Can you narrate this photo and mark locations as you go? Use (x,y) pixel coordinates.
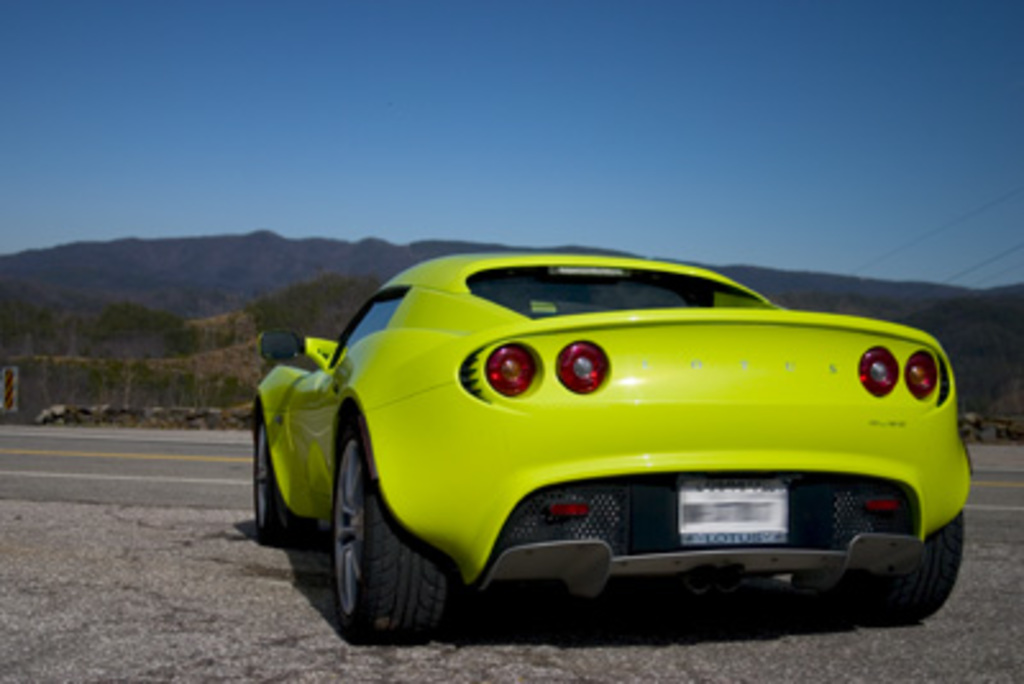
In this image we can see a sports car (755,559) and in front of it there are mountains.
